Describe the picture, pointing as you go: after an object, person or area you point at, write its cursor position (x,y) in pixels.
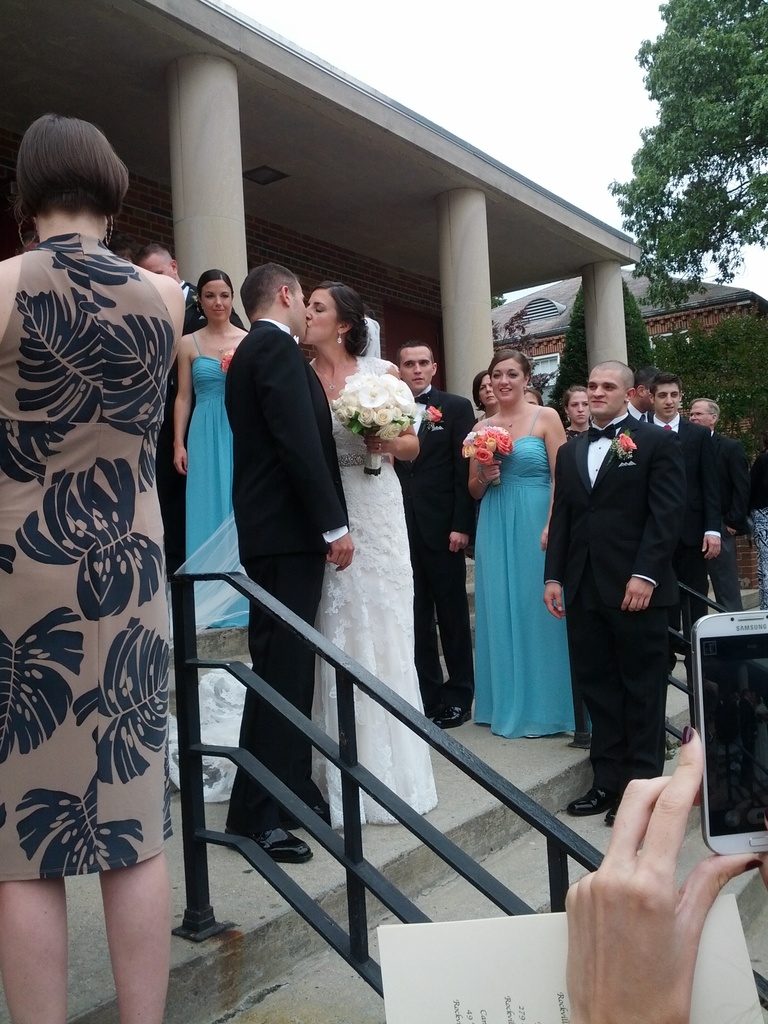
In this image I can see group of people (344,442) standing. Among them two women (340,442) are holding the bouquet (375,413) with white and orange flowers (498,428). There is a person (691,770) holding the mobile (726,679) and the paper (483,937). Few people (564,545) are wearing the blazers (573,521). In the back (361,146) there is a building (377,230), trees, and a sky (529,95).
